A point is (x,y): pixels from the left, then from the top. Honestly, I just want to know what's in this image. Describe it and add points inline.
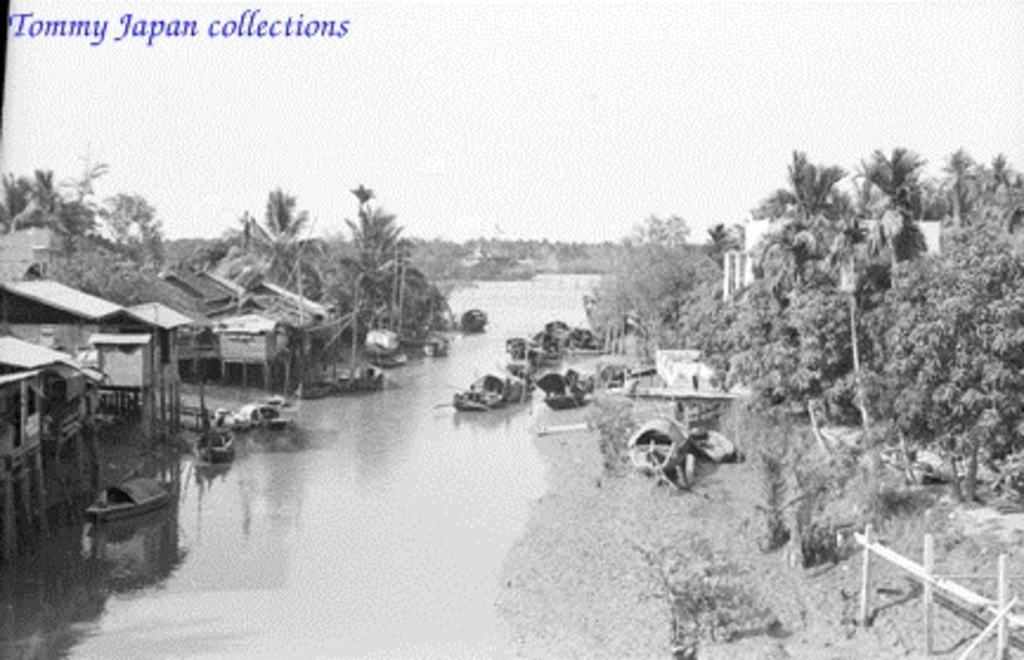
In this black and white image, we can see a canal (343,436) in between trees (409,271). There are buildings (120,349) on the left side of the image (88,353). There are some boats (206,447) floating on the water (427,525). There is a sky (545,56) at the top of the image (530,98). There is a text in the top left of the image (185,31).
